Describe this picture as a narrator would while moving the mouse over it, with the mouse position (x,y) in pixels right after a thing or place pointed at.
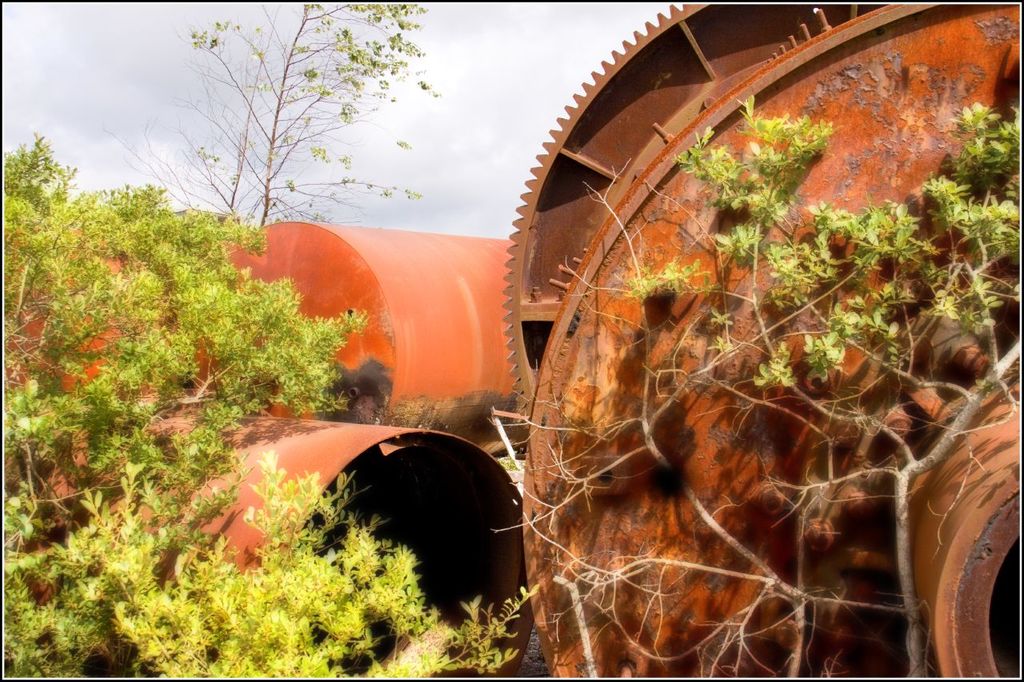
This picture shows a metal tank (338,256) and few metals (525,300) and we see trees (216,232) and a cloudy sky (398,91).
